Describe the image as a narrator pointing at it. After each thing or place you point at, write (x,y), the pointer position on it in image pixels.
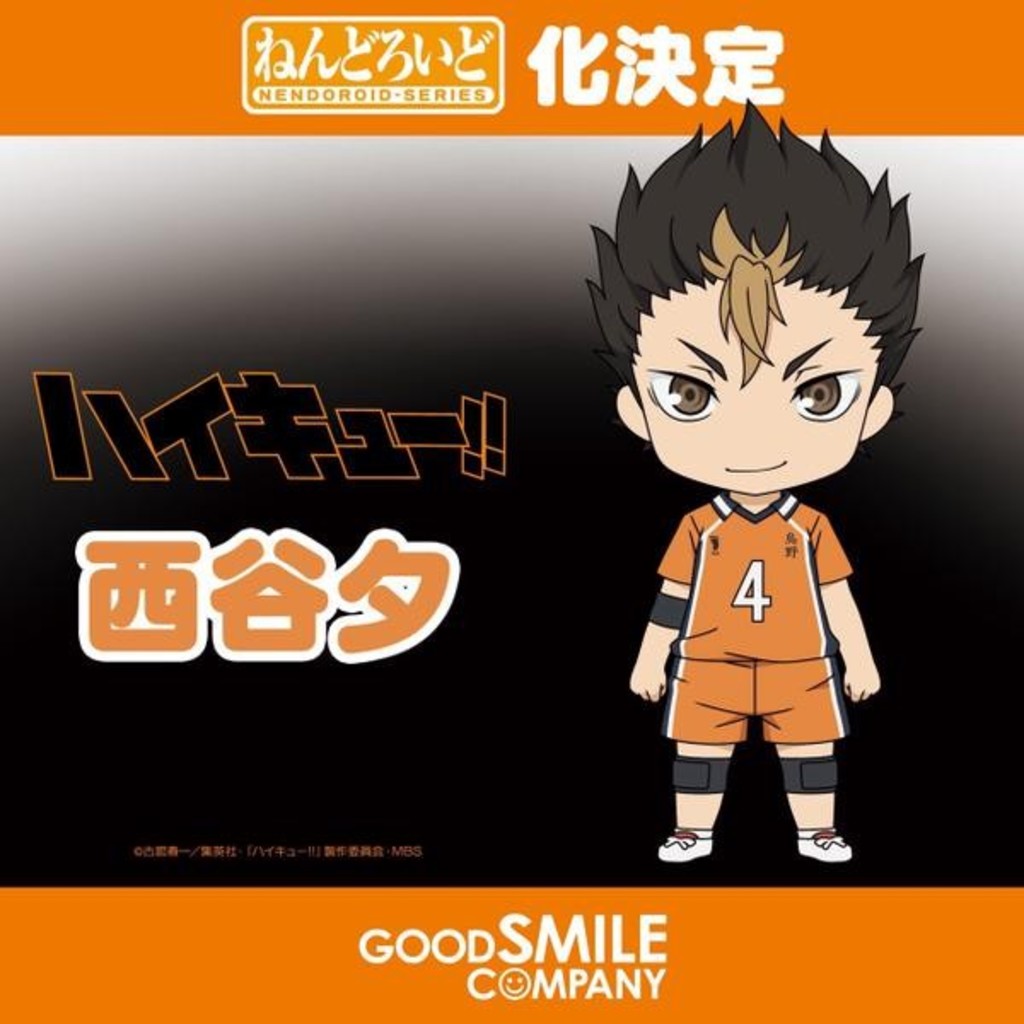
In the image there is a poster (619,535). On the right side of the image (713,391) there is an animated image of a boy (813,510). And also there is a number (750,574) on the dress (809,599). And there is something written on the poster (367,444).
